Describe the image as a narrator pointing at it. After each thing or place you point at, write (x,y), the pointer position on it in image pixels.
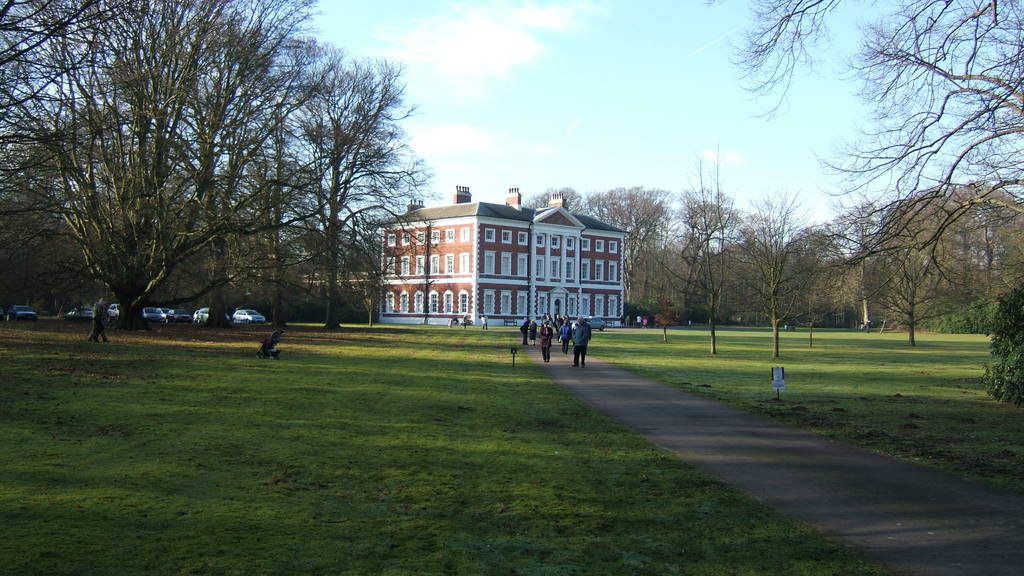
At the bottom of the image (494,440) there is grass (575,443). In the middle of the image (483,319) few people (582,343) are standing and walking. Behind them there are some vehicles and trees (51,191) and building (421,263). At the top of the image (803,91) there are some clouds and sky (750,25).
